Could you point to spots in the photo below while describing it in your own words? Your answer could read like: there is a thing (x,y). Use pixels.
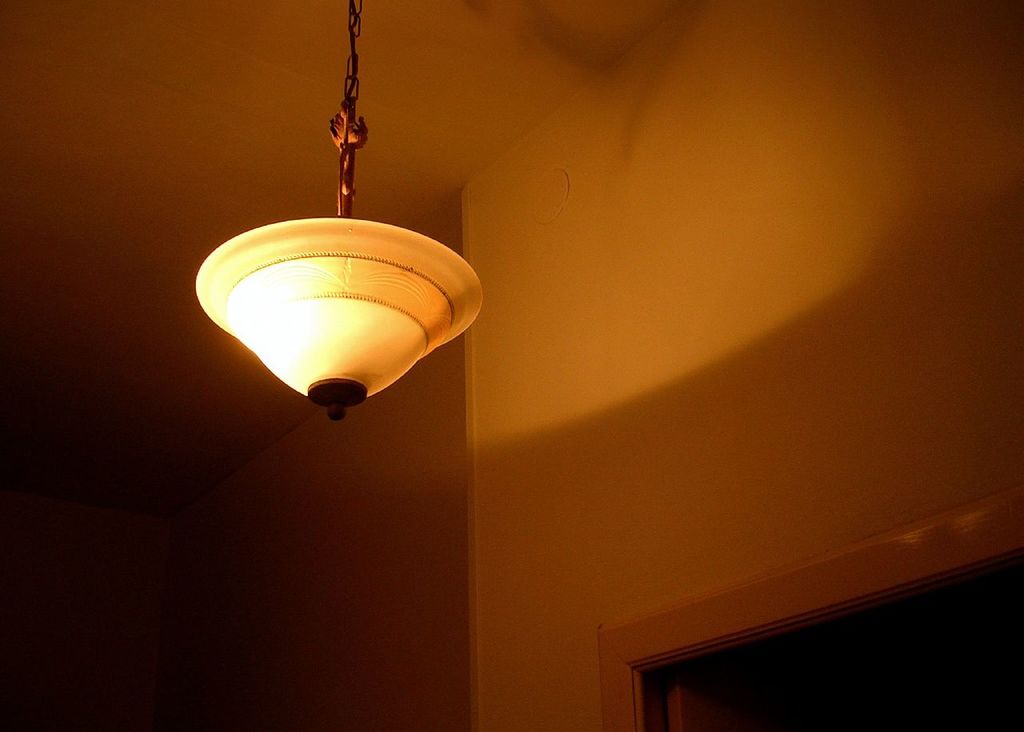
In the center of the image (353,329) there is a light (347,310) hanging from the roof (331,47). In the background (440,493) there is a wall (593,563) and door (765,627).
